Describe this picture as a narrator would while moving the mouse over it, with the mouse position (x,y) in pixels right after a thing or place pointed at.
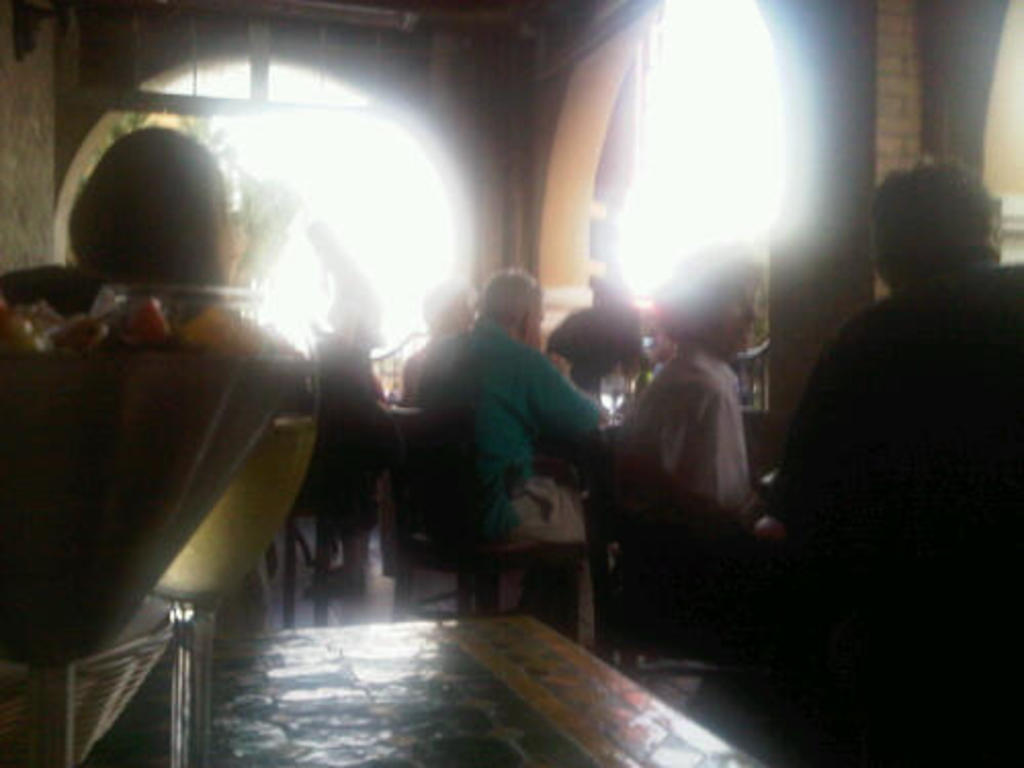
This is a blurred image. In this image there are many people (334,327) sitting on chairs (316,507). On the left side (231,549) there is a glass (195,546) with drink (268,440). Also there is another glass (125,431) with food item (121,323). In the back (336,73) there are arches (394,191) and lights (641,119).
